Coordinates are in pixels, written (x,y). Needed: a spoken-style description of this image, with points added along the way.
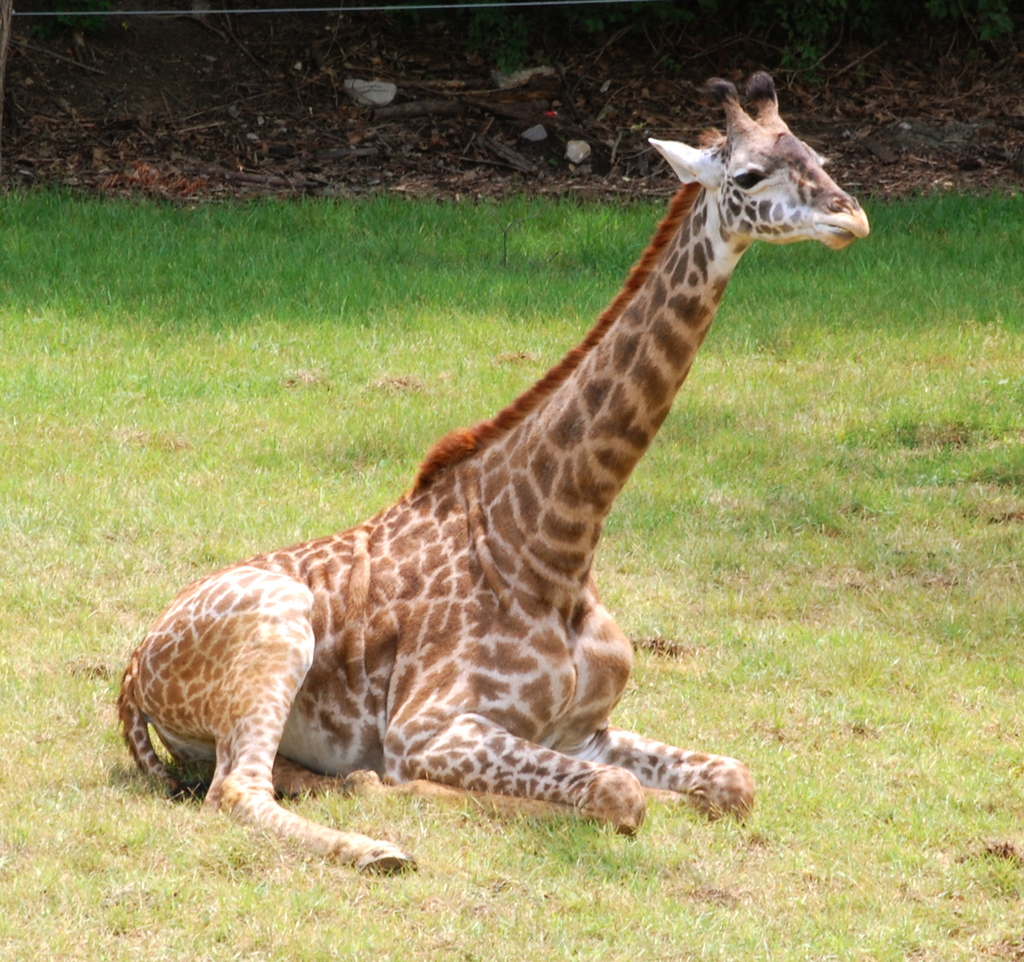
In this picture we can see a giraffe (502,550) sitting on the ground (870,887), at the bottom (803,790) there is grass (872,874), in the background (516,95) we can see some sticks (536,84) and leaves (603,91).
